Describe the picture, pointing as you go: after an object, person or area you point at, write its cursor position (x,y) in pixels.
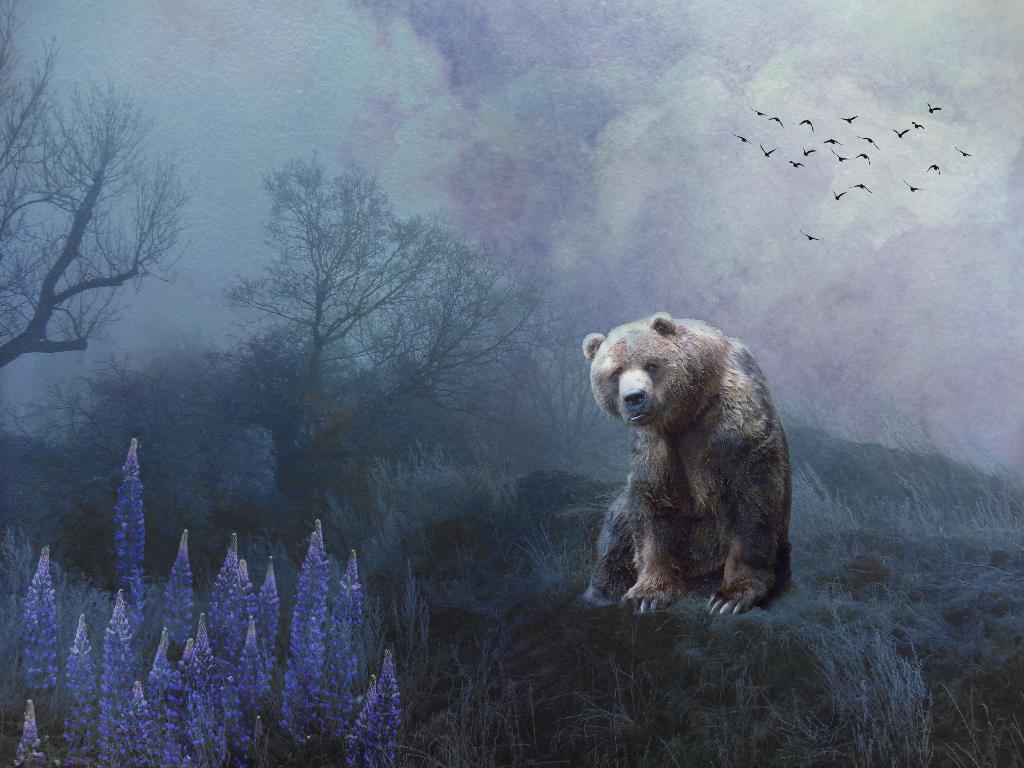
In this edited picture there is a bear (780,485) sitting on the grassland (848,532) sitting on the grassland (559,591) having few plants (182,666) and trees (18,479). Left bottom there are few plants (198,667) having flowers (274,617). Top of the image (537,48) there is sky (370,76). Few birds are flying in the air (536,156).
